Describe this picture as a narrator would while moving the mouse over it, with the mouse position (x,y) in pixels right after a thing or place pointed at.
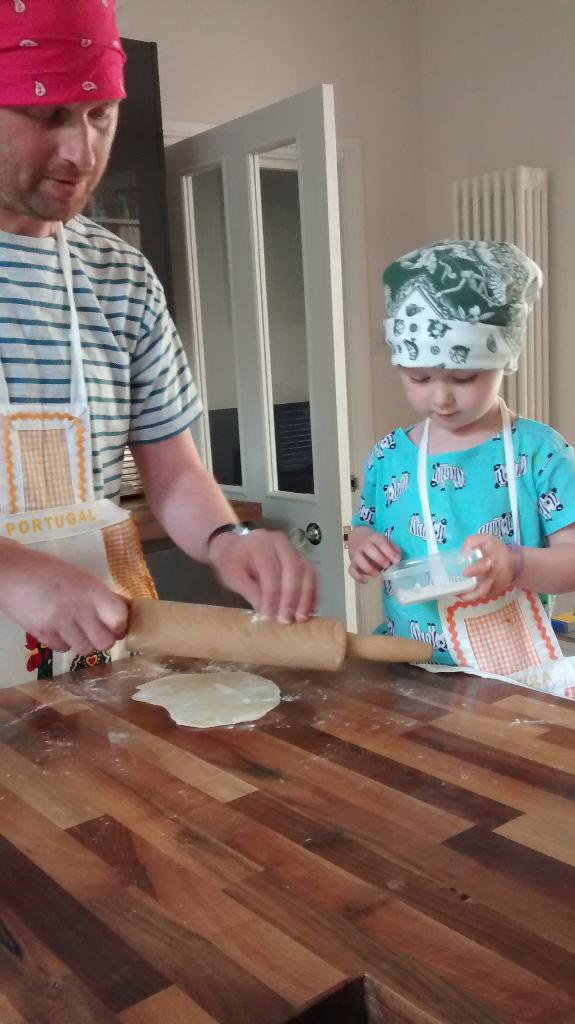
This man (54,466) and this kid (462,494) wore apron (453,604) and caps (42,82). This is door (276,378) with handle (314,535). This man (60,507) is holding a roll (148,604). On this table (141,757) there is a food (264,683). This kid (502,643) is holding a container (417,588).
